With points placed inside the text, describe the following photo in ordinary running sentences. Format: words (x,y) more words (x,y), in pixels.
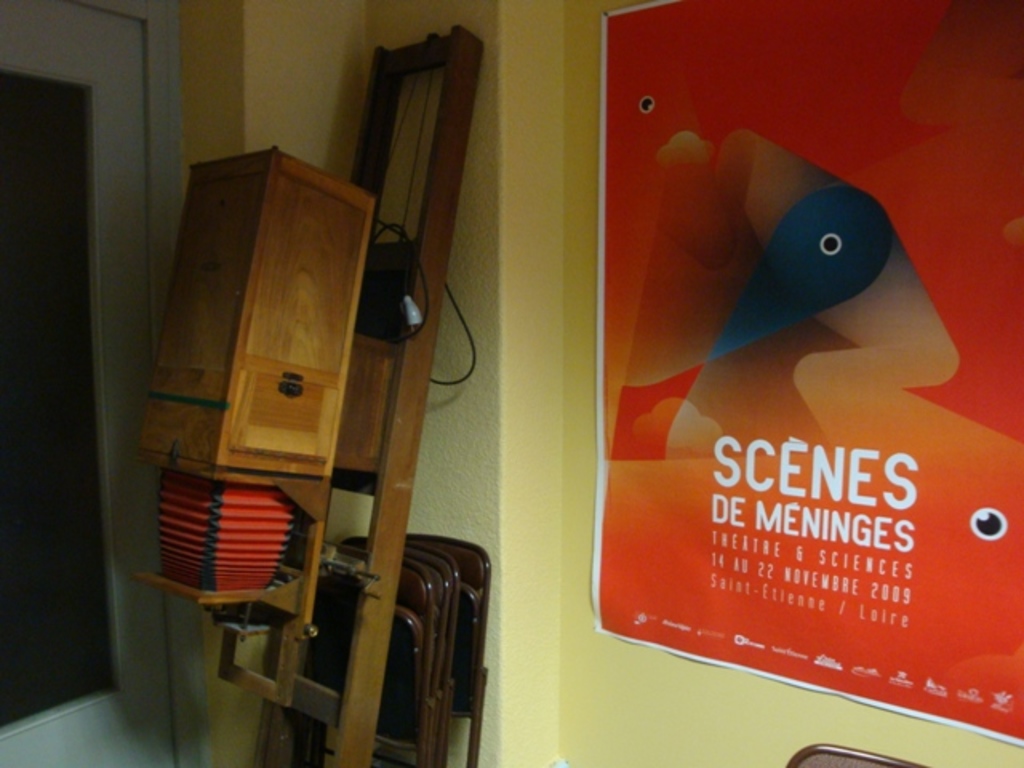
In this image we can see chairs (336,617) and a wooden object (293,588). On the right side of the image (741,338), we can see a poster (767,306) on the wall (522,612). There is a door (112,380) on the left side of the image (77,475). It seems like a chair (869,754) in the right bottom of the image (850,759).
